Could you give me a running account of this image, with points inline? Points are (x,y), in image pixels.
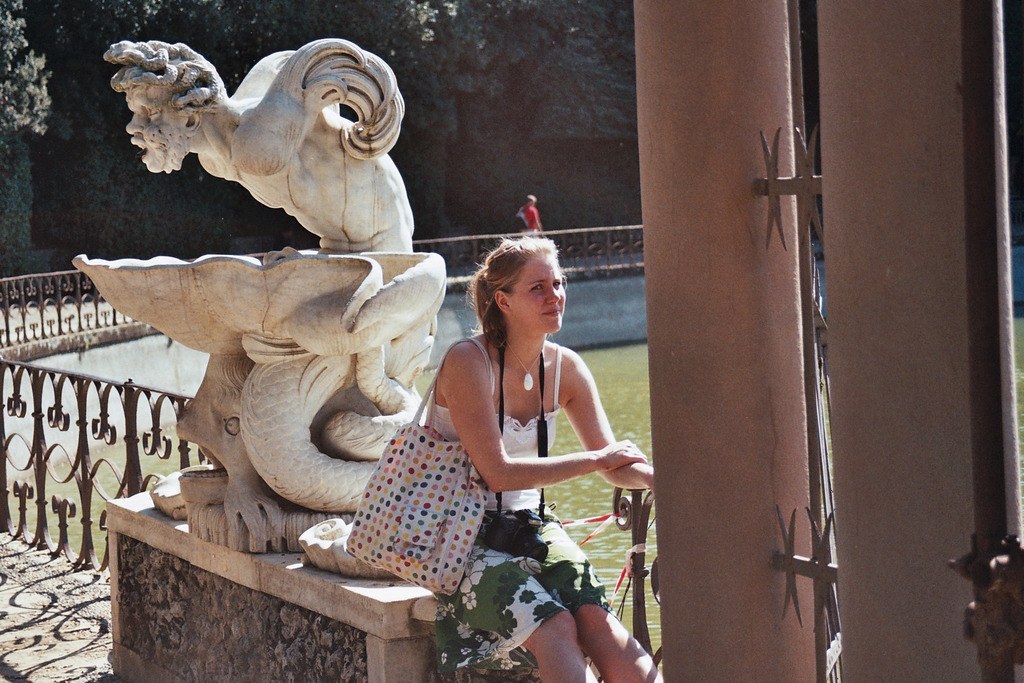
In this image I see a woman (524,268) who is sitting and I see that she is carrying a bag (400,437) and a camera (505,360) and I see a sculpture (277,551) over here which is of white in color and I see the railing (2,284). In the background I see a person (536,220) over here and I see the water (615,362) and I see the pillars (772,136) over here.
